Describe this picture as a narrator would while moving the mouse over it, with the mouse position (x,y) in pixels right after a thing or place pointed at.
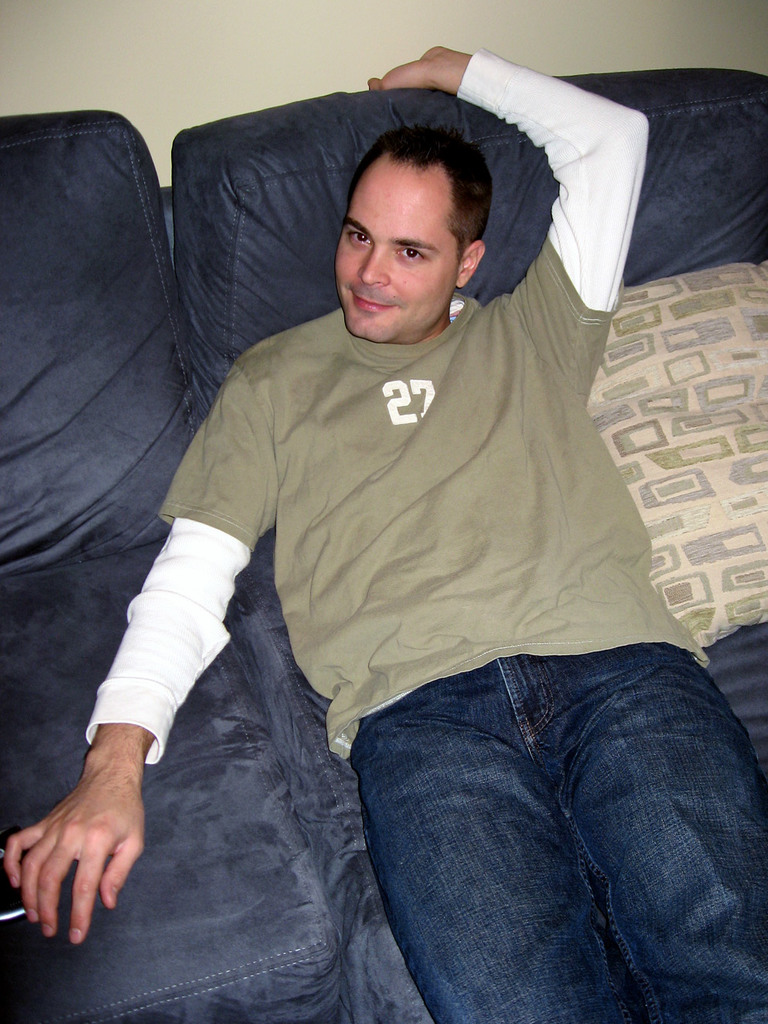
In this image I can see a person (563,838) is lying on a sofa (217,263), cushions (15,152) and a wall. This image is taken may be in a room (380,732).
